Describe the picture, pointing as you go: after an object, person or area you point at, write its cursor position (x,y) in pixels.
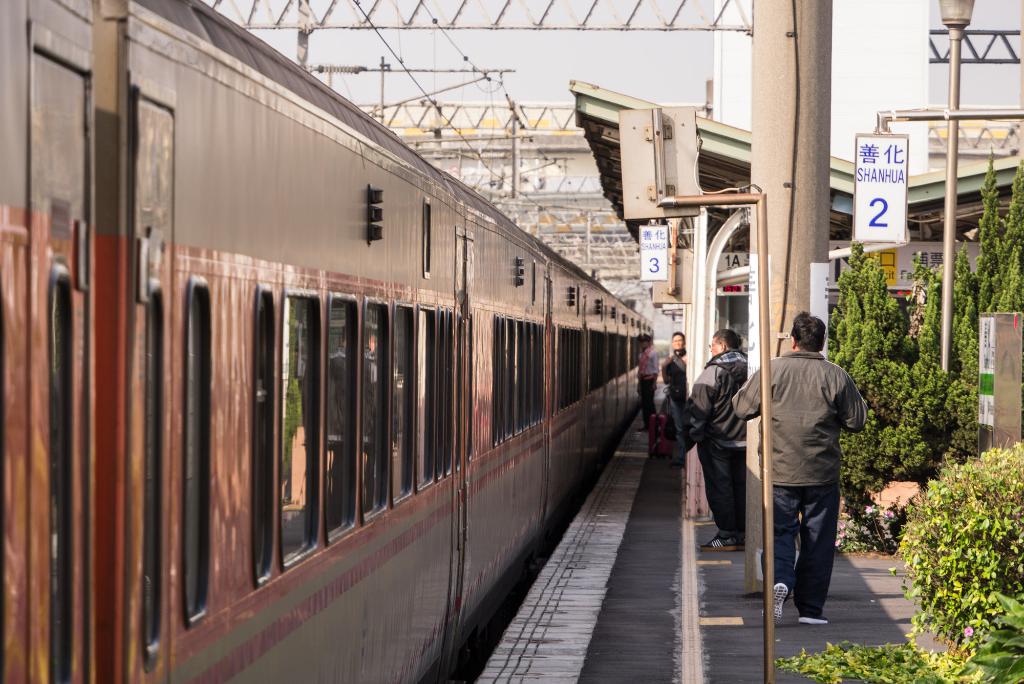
In this image we can see a few people (712,474) on the platform (687,521), there are some poles (764,239), boards (901,251) with text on it, there is a shed (618,130), we can see the train (497,259), there are plants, also we can see the sky (646,66).
